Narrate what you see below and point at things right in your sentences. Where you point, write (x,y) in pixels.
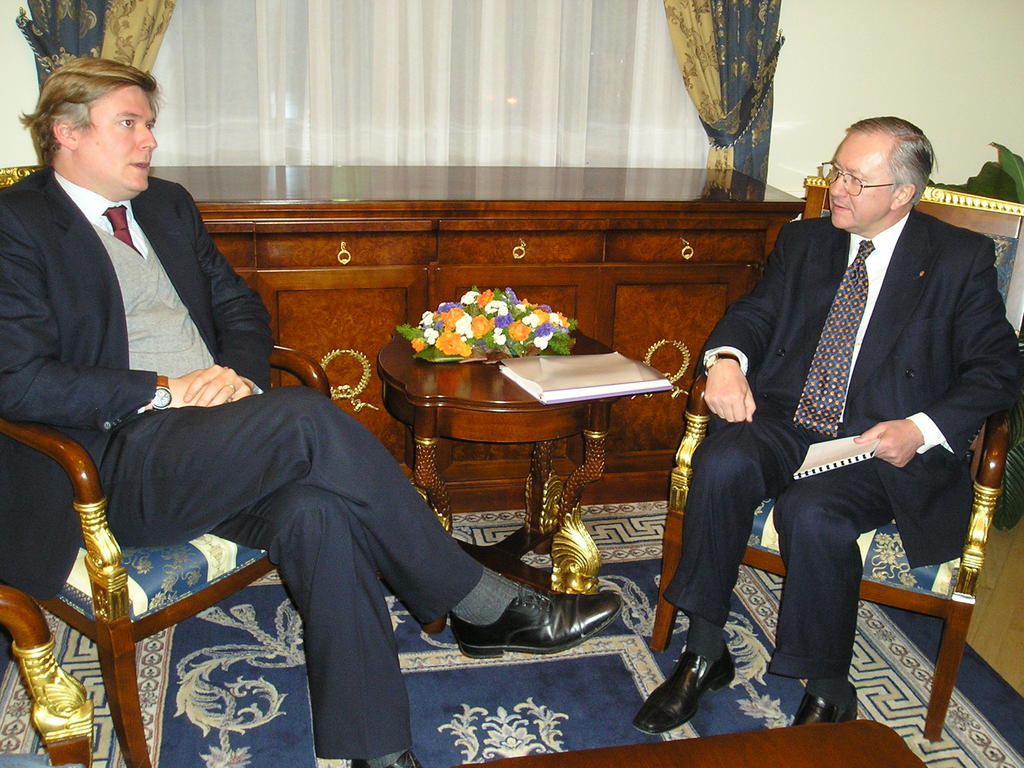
On the right side (726,498) a man (860,516) is sitting on a chair (1005,450) and holding a book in the hand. On the left side (134,335) we can see another man (131,301) is sitting on a chair (199,597). There are flowers (479,319) and a book (604,371) on a table (518,581). In the background (738,47) there are curtains (640,70), wall (866,47), cupboard table (641,259), a plant (1013,513) on the right side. At the bottom (685,759) there is a table (705,738) on a carpet (584,741).
